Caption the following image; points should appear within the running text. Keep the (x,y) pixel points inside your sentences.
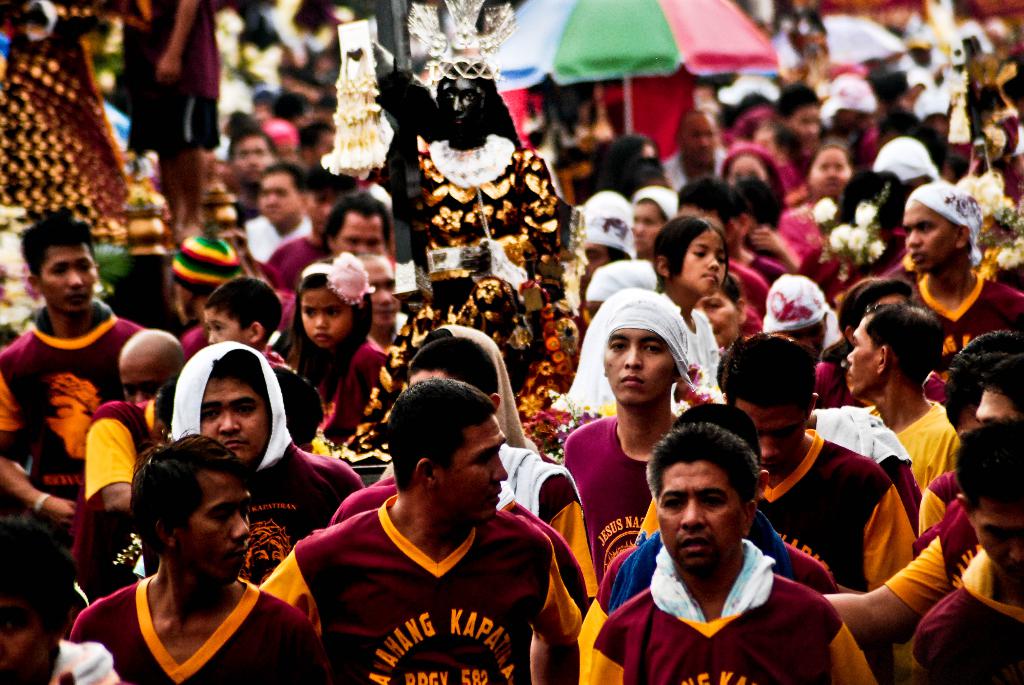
In this picture i can see many peoples (724,435) were wearing the same dress (378,492). In the center (466,313) there is a statue (529,169). In the background (190,167) i can see many people (78,225) were standing near to the umbrella (521,37) and statues (98,141).
